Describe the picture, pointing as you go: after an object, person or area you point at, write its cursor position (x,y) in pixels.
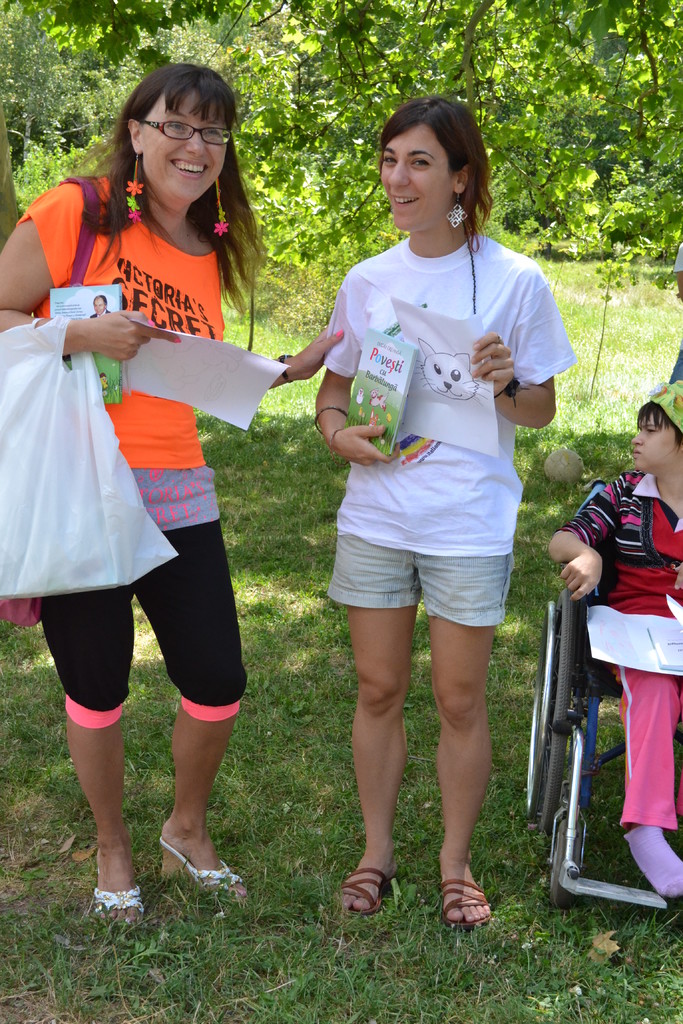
In this picture we can see group of people (98,661), few are standing on the grass (312,829) and a person (647,479) is seated on the wheel chair (591,699), on the left side of the image (173,419) we can see a woman (183,303), she wore spectacles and she is smiling, in the background (292,85) we can see few trees (318,100), and few people (331,348) holding papers (246,370) and books (387,388).
